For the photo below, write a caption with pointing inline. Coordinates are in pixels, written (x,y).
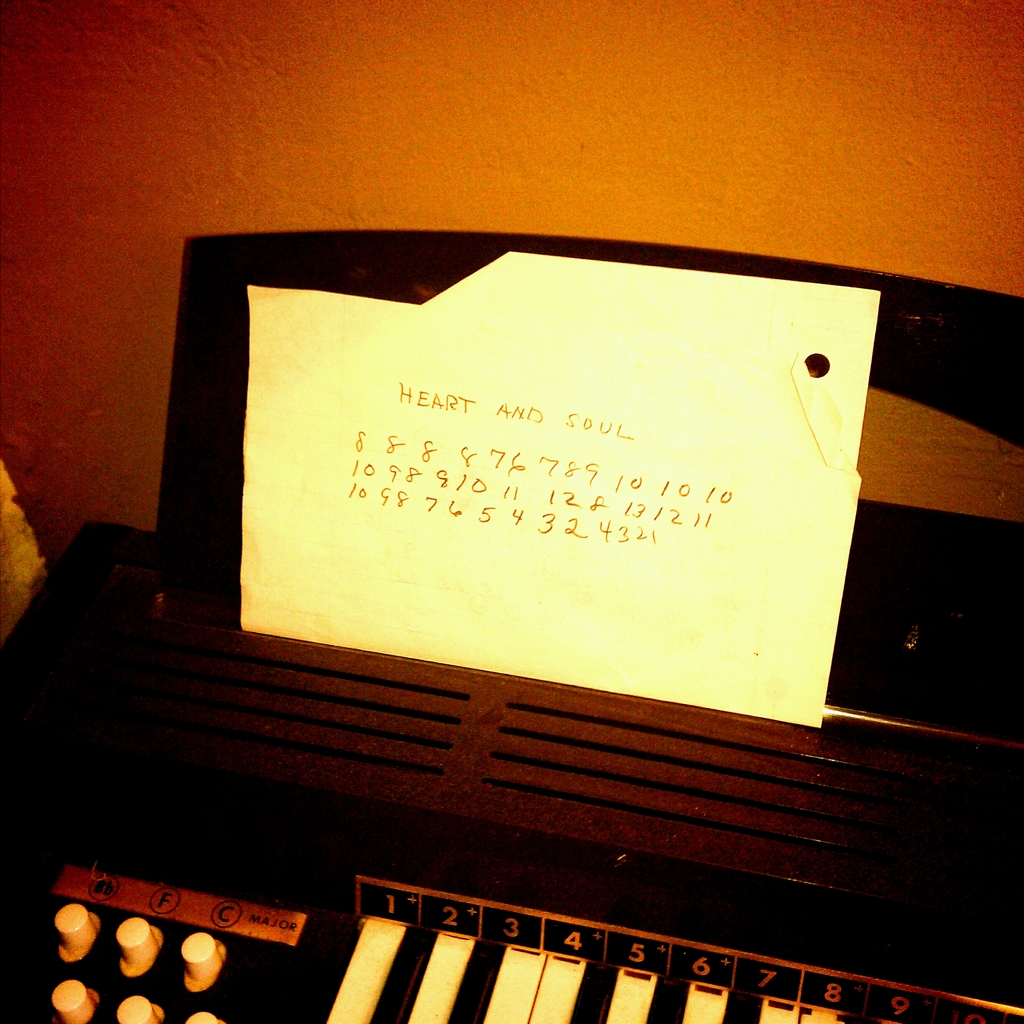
In the image we can see there is a music instrument (499,821) and on it there is a paper (548,472) kept on which its written "Heart and Soul".
